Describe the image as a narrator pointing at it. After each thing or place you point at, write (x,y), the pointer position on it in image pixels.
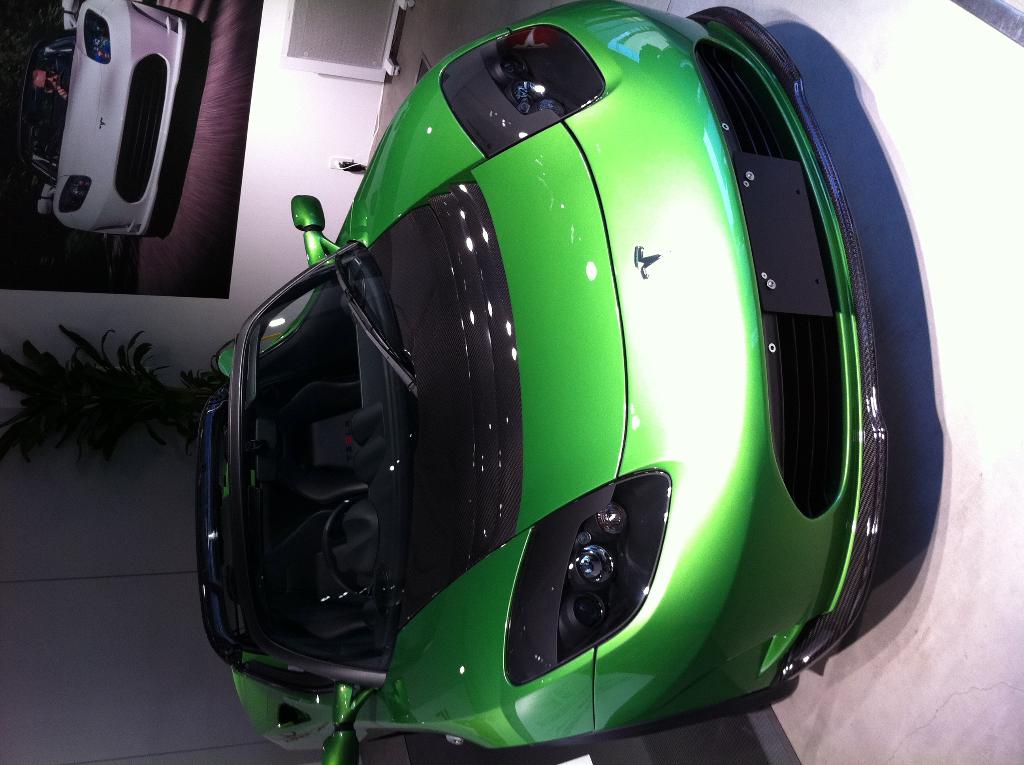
In this image, we can see a green car (572,595), we can see a wall (33,295), there is a photo (68,174) of car (72,184) on the wall (91,305). We can see a green plant (61,419).
